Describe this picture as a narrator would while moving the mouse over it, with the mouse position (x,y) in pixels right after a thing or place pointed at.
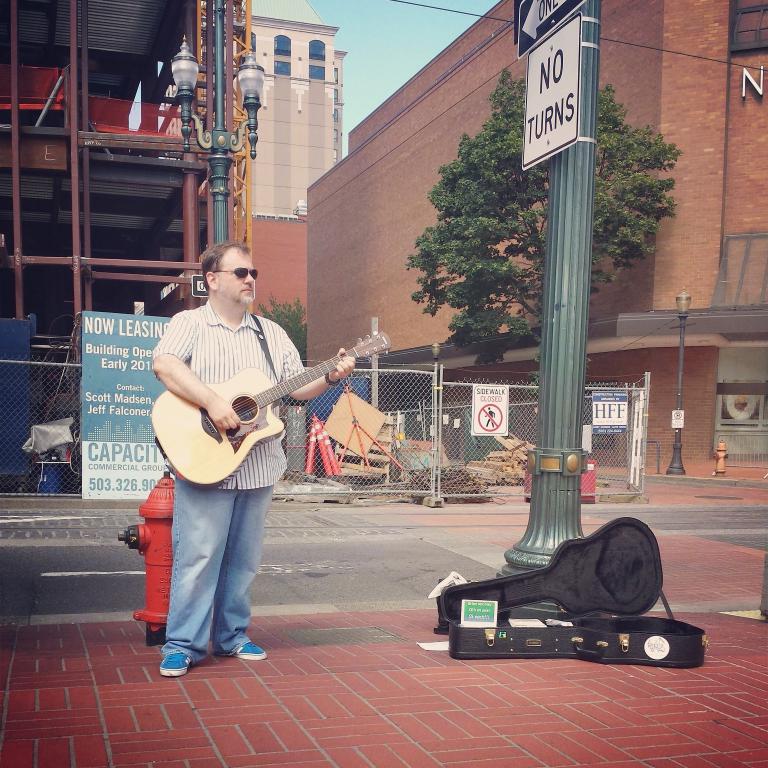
In the image we can see there is a man (203,386) who is standing and holding guitar (268,387) in his hand (338,361) and at the back (406,237) there is building (459,377) and trees (503,295) and on the pole (577,190) it's written "No Turns".
